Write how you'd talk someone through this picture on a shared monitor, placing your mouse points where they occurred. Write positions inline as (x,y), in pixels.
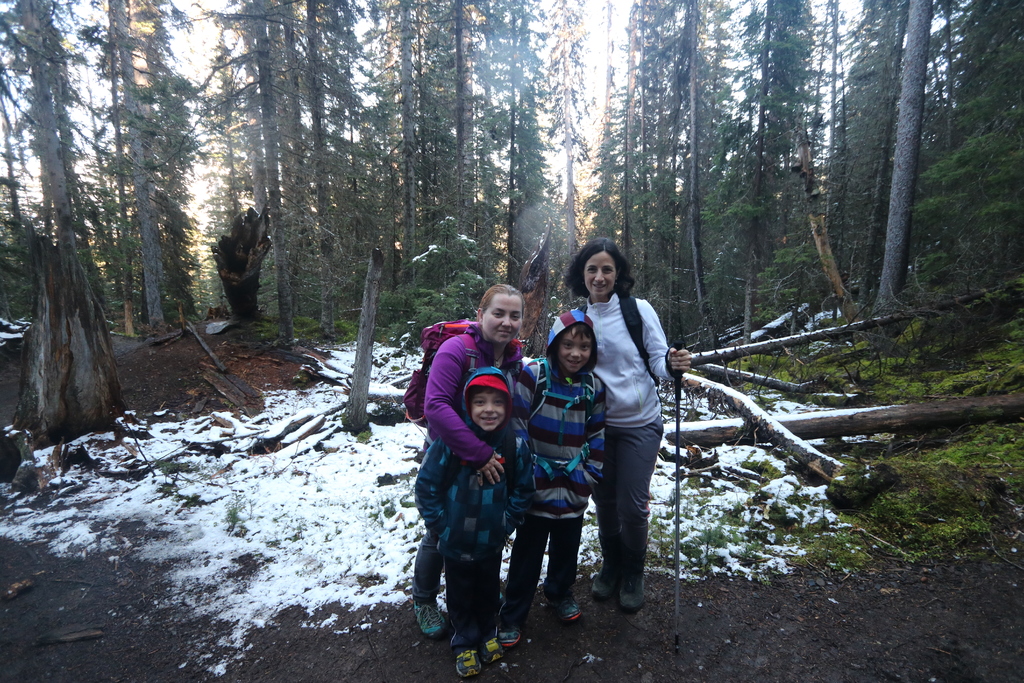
In this picture we can see four people (568,354) carrying bags (564,409) and standing on the ground (618,643) and smiling, snow (291,446), wooden logs (727,349), trees (750,320) and in the background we can see the sky (734,39).
